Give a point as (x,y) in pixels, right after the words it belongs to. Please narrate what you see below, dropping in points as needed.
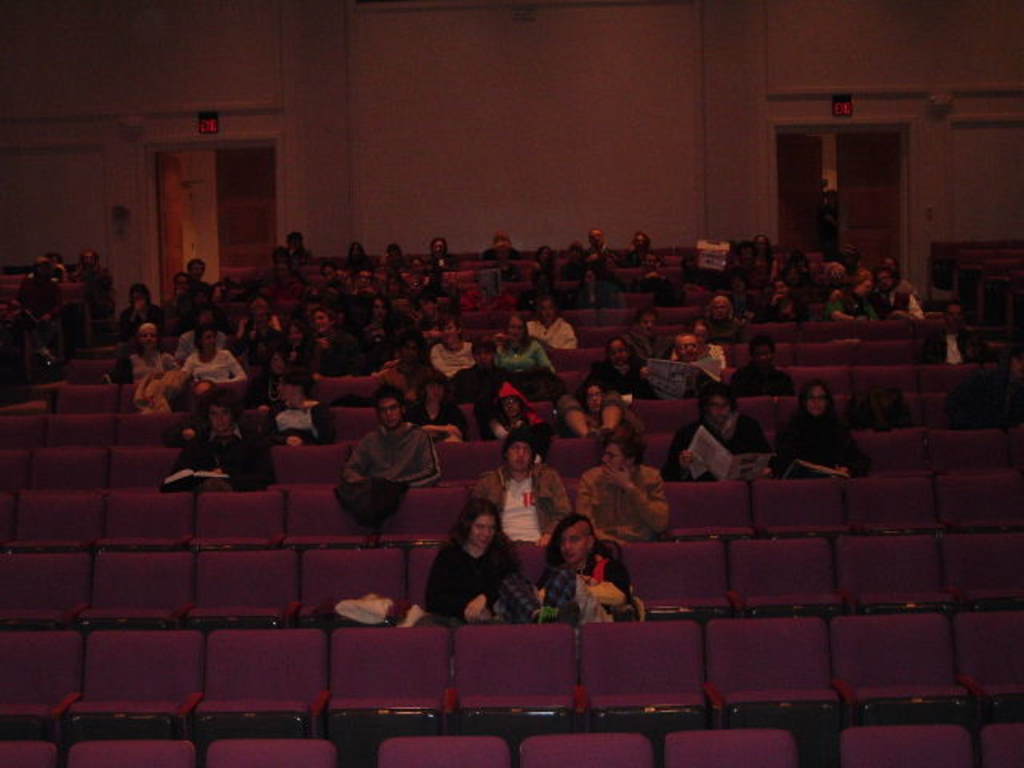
In this image we can see few persons (456,337) are sitting on the chairs (491,316) and we can also see empty chairs (360,716). In the background (63,217) there are exit boards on the wall (235,29) and doors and a person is standing at the door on the right side (890,192).
